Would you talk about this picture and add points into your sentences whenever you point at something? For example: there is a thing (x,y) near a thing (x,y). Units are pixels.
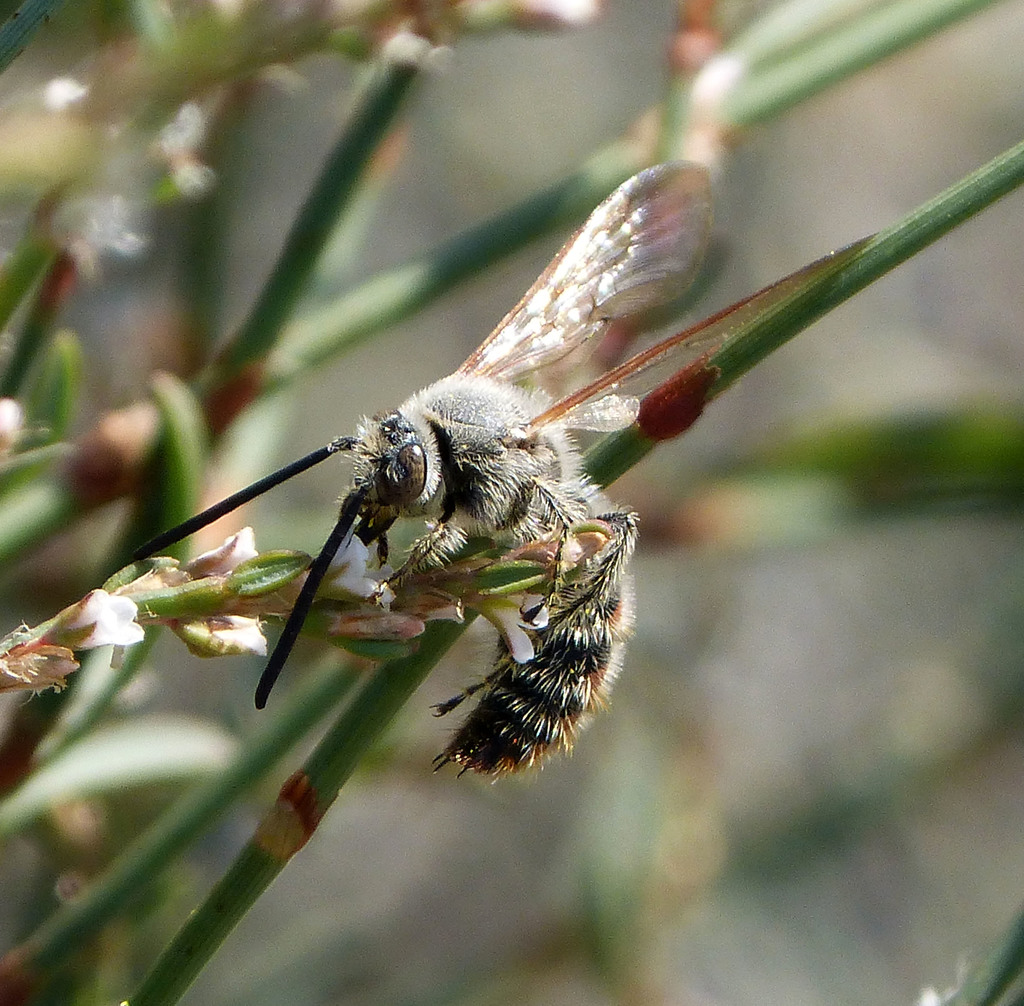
In this image there are few plants (37,247) having flowers (46,648). An insect (503,759) is on a plant (189,935).
